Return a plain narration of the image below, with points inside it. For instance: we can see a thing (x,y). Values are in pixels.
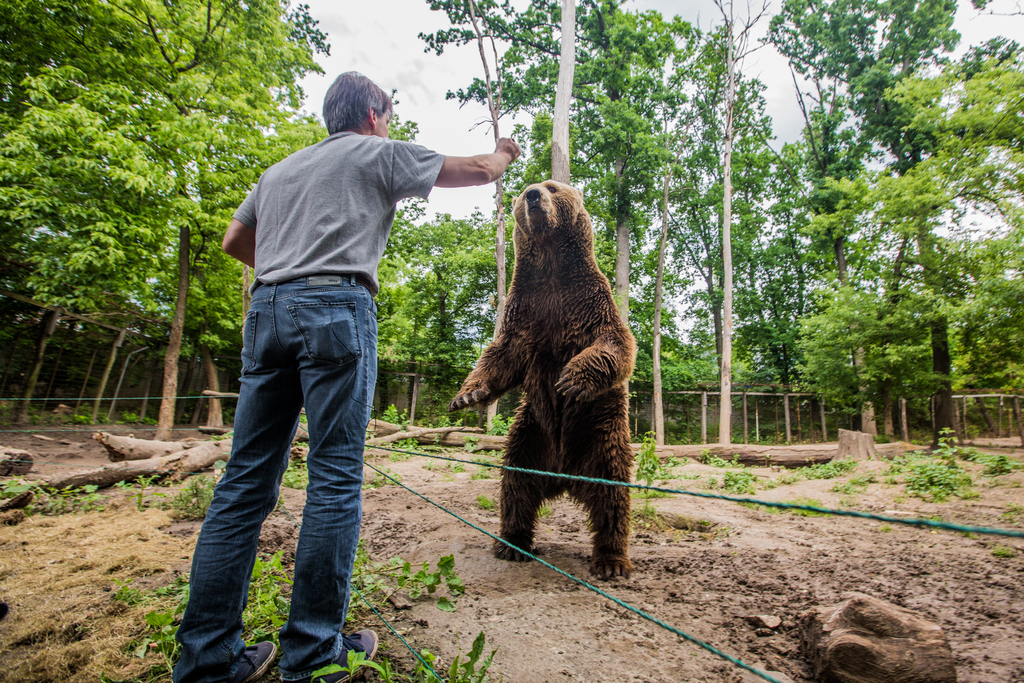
In the foreground of the picture (322,491) there are plants (250,588), dry grass (101,584) and a person (356,220) standing. In the picture there is a bear (564,328). In the background (557,178) there are trees (562,113) and a fence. Sky (411,37) is cloudy. In the center of the picture (470,427) there are wooden logs (206,443), plants (656,467) and mud (428,511).
